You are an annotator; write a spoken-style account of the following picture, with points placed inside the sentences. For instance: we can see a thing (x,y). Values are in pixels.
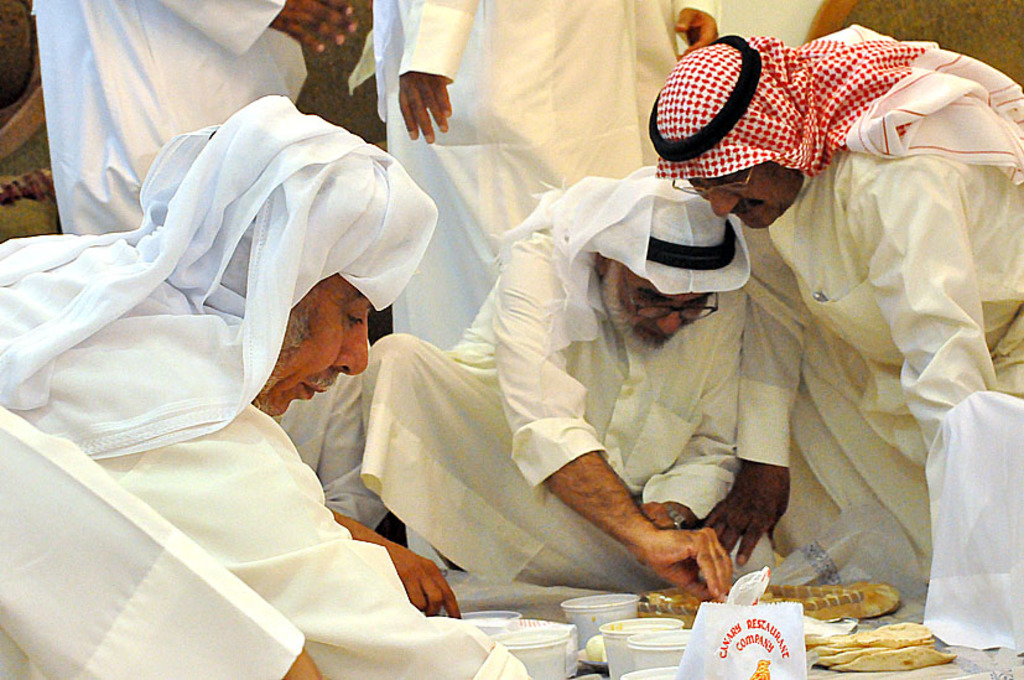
In this image I can see few persons (462,395) wearing cream, white and black colored dresses (509,260) are sitting and holding few objects (751,583) in their hands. I can see few white colored cups (620,642) in front of them. In the background (608,144) I can see few persons (472,94) standing.
